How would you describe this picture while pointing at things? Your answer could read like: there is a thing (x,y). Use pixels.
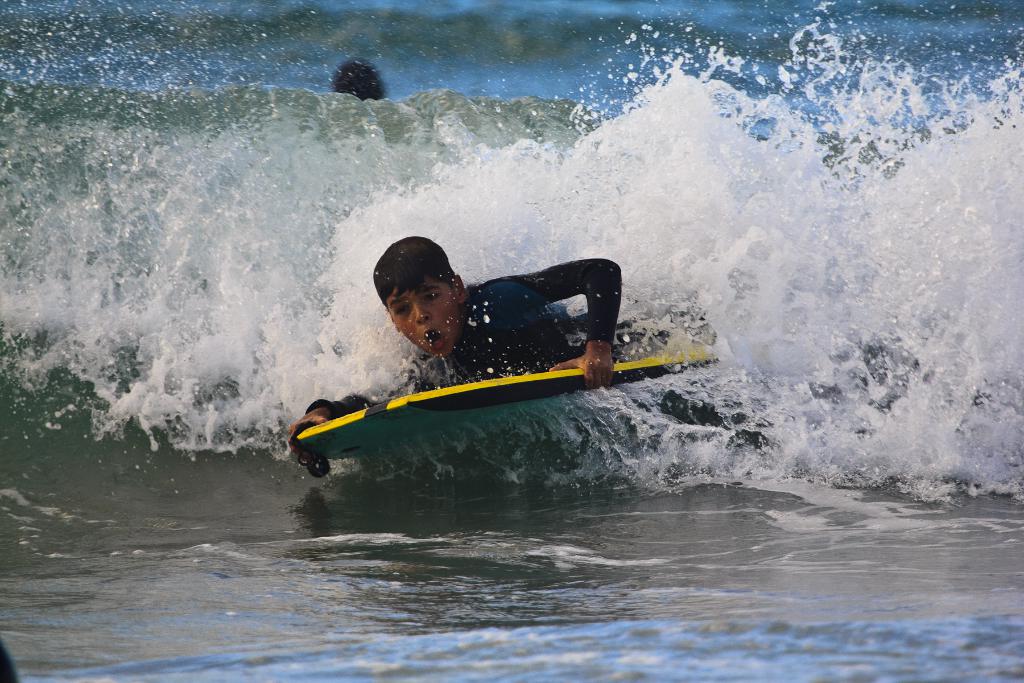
This is a picture taken in the outdoors. The boy (498,323) is holding a board (486,384) and surfing on water (569,425). Behind the boy (491,334) there is other person (362,79).
